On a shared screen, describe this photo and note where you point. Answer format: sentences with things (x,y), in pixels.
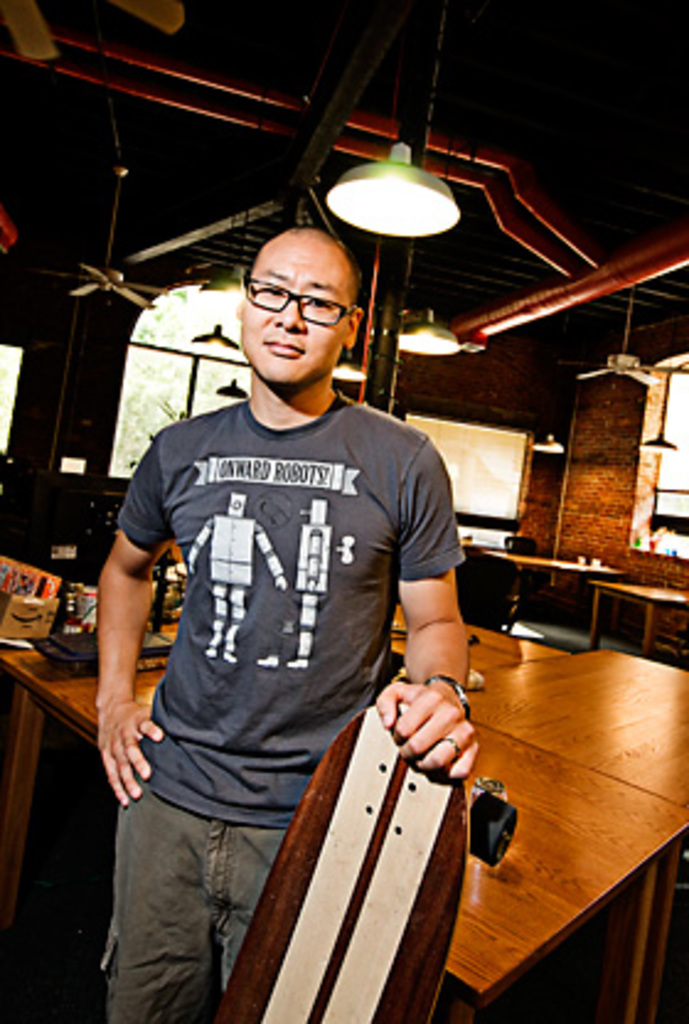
In this picture we can see a man (203,788) is standing on the floor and holding a skateboard (387,871). Behind the man (352,664) there are tables (503,709) and on the table (516,705) there are some objects (29,577) and a wall (592,525) with windows (204,382). On the top (359,192) there are lights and a fan (110,289).
